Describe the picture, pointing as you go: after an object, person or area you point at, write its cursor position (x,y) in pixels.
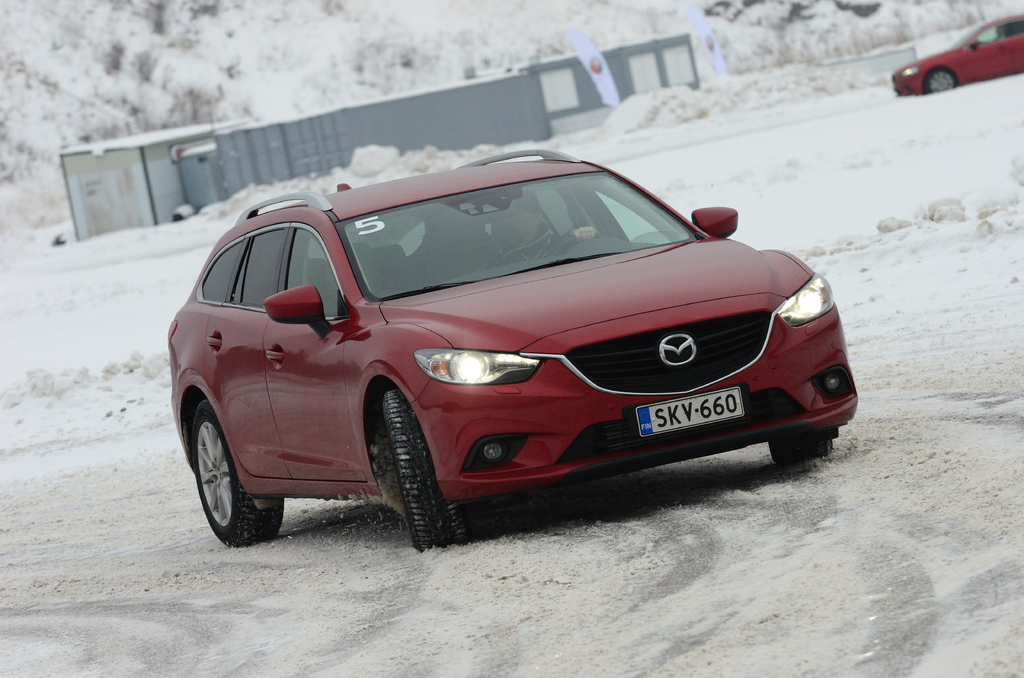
In this image there are cars (634,330) on a road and it is covered with snow (822,176), in the background (151,178) there are two sheds (170,183) and trees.
